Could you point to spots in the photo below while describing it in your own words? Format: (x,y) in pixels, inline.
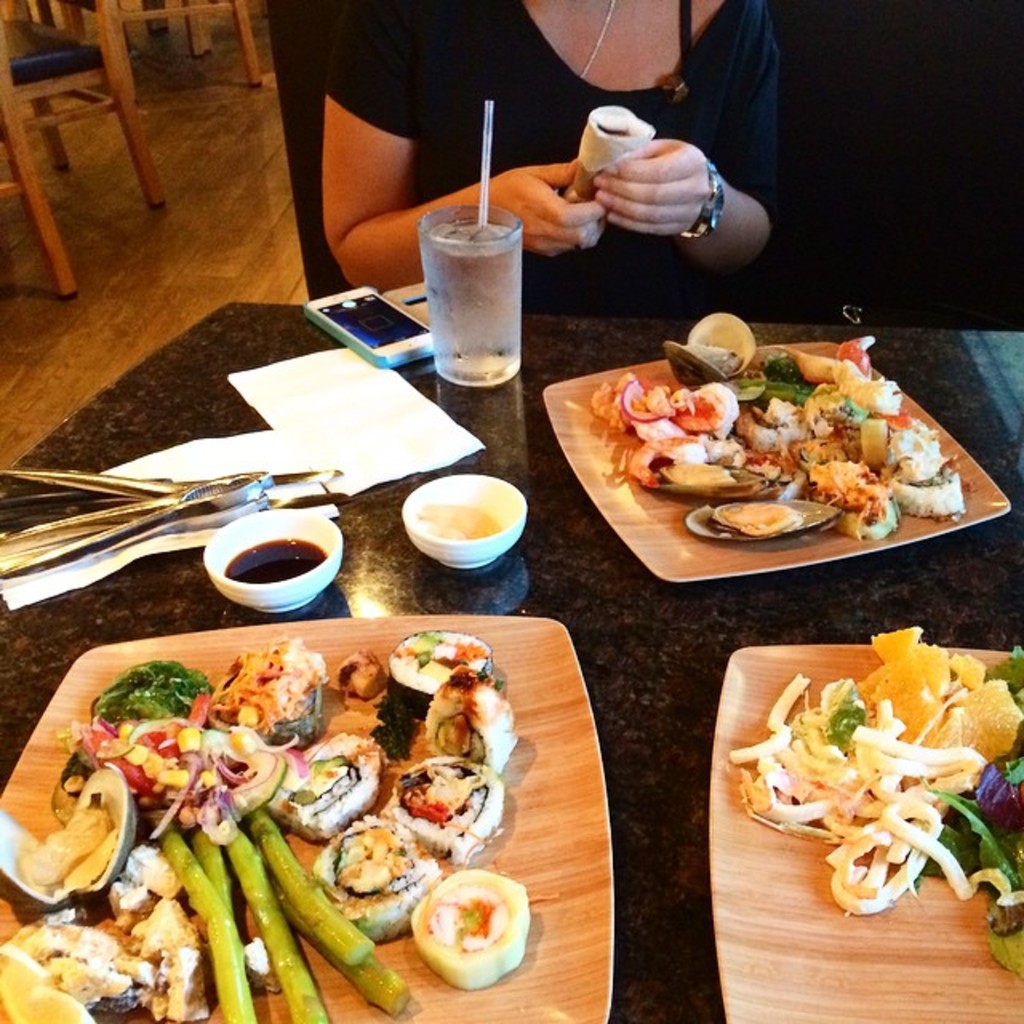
At the top of the image (517,164) there is a person (432,111) sitting on a chair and holding some food item (601,160) in the hands (545,190). In front of this person (422,74) there is a table (614,706) on which three plates (554,650) which consists of different food items (307,821), glass (472,261), bowls (474,485), papers (372,382) and mobile (389,334) are placed. In the top left-hand corner (89,62) there are few chairs (114,98) on the floor (124,194).
